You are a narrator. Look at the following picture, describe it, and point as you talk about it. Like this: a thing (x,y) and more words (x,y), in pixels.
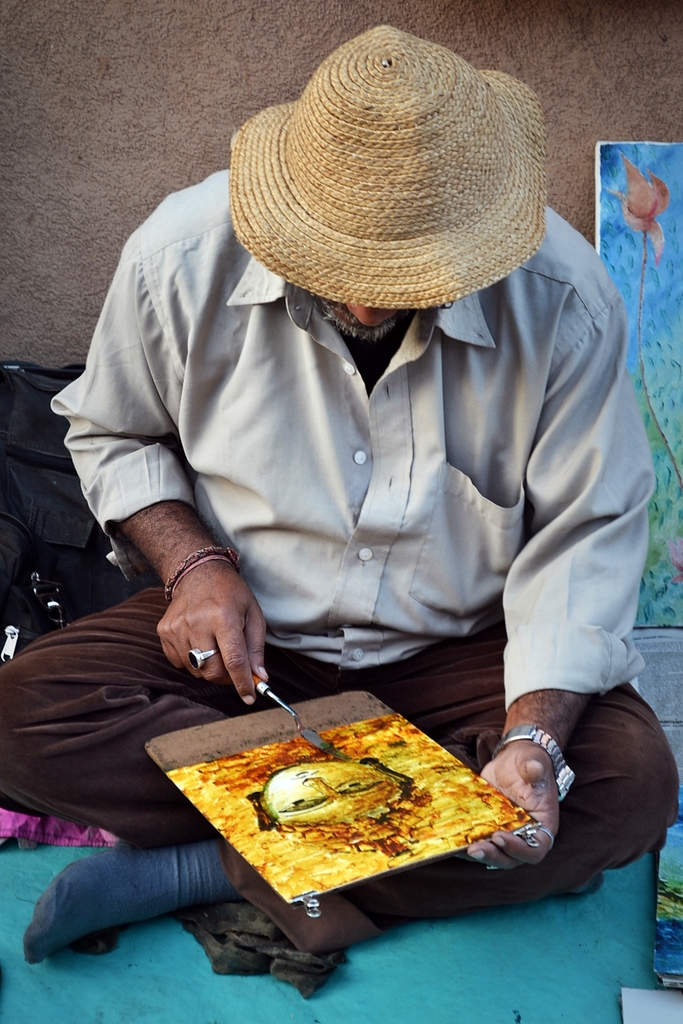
In the center of the image (340,361), we can see one person (315,529) sitting and he is holding one plank (371,752) and some object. And he is wearing a hat (364,169). On the plank (296,792), we can see some painting (276,799). In the background (92,31) there is a wall (67,312), bag (21,385), poster (668,363) and a few other objects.
